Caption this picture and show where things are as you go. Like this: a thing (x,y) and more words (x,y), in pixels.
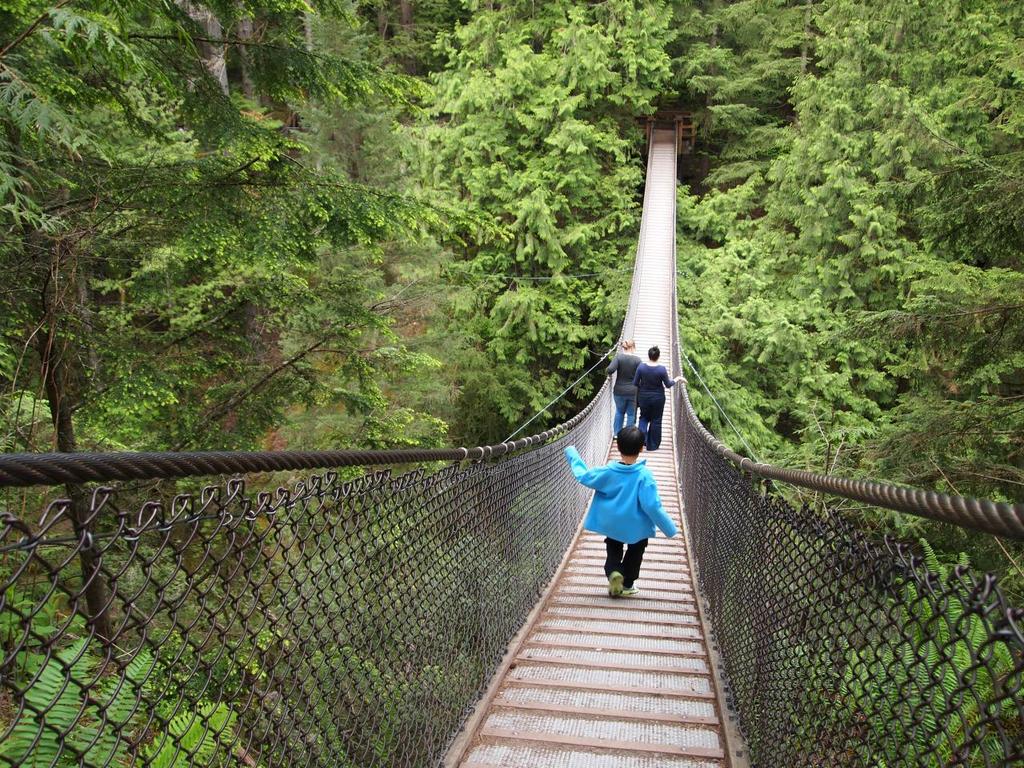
In the middle of the picture (543,482), we see a suspension bridge (750,599). We see two women (629,410) and a boy (638,432) are walking on the bridge (657,466). On either side of the picture, we see the trees (437,285). There are trees (460,179) in the background (624,234).
